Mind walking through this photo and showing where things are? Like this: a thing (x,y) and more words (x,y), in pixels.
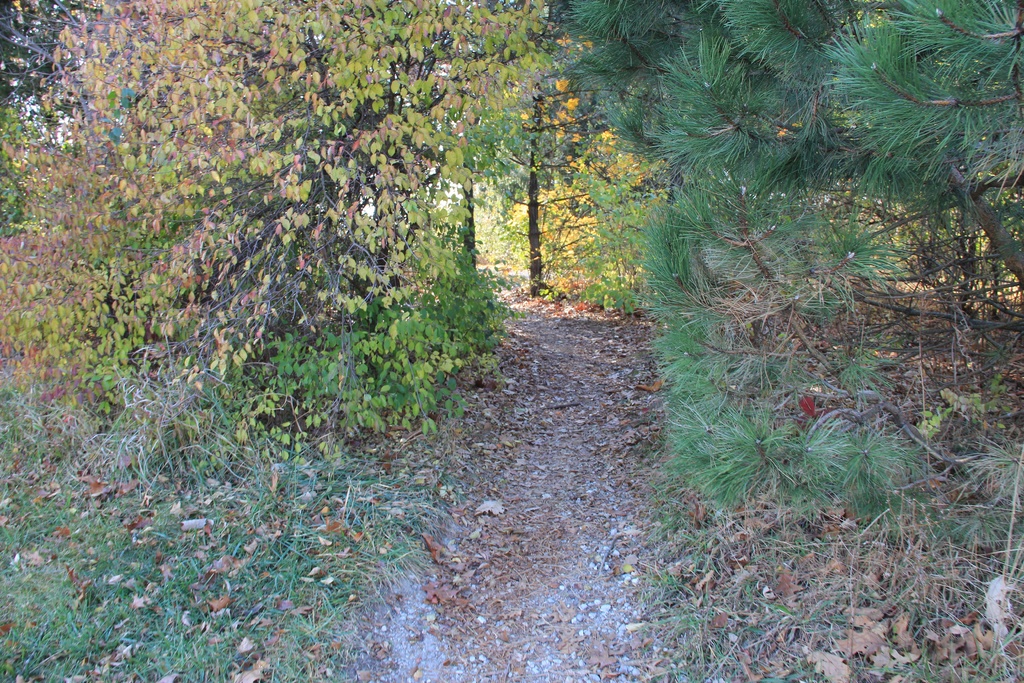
In this image we can see a group of trees (724,435), grass (300,582) and the pathway (603,558). We can also see some dried leaves (445,603) on the ground (426,612).
